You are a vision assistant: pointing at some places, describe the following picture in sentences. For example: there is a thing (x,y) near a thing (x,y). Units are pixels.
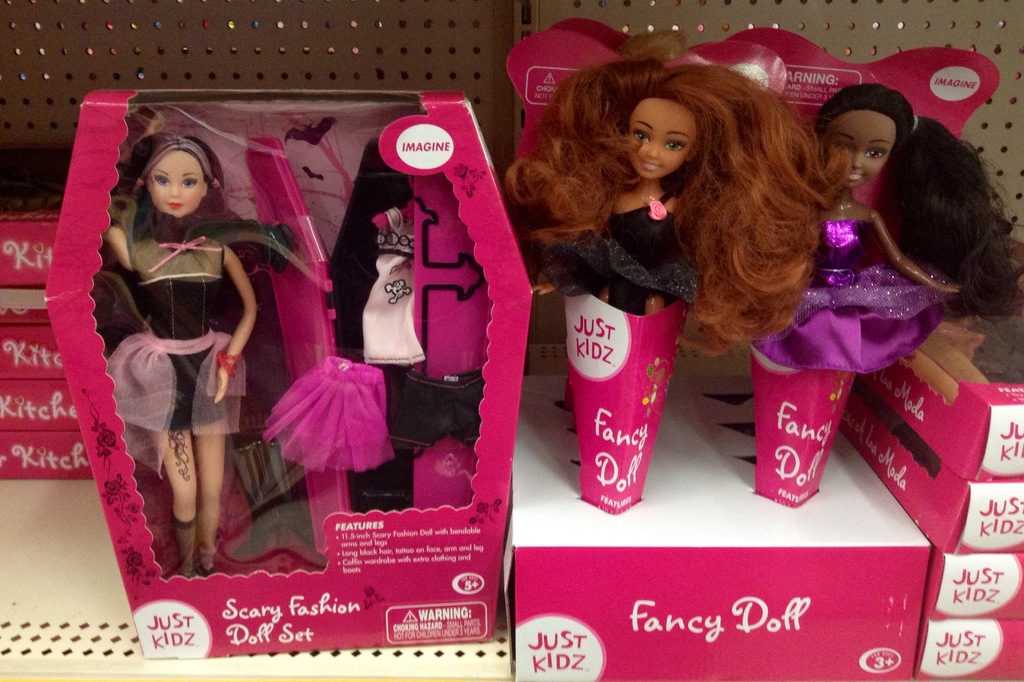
The picture consists of dolls (760,192) and boxes (532,440) in an iron rack (255,53). The boxes (717,573) are in pink color.
